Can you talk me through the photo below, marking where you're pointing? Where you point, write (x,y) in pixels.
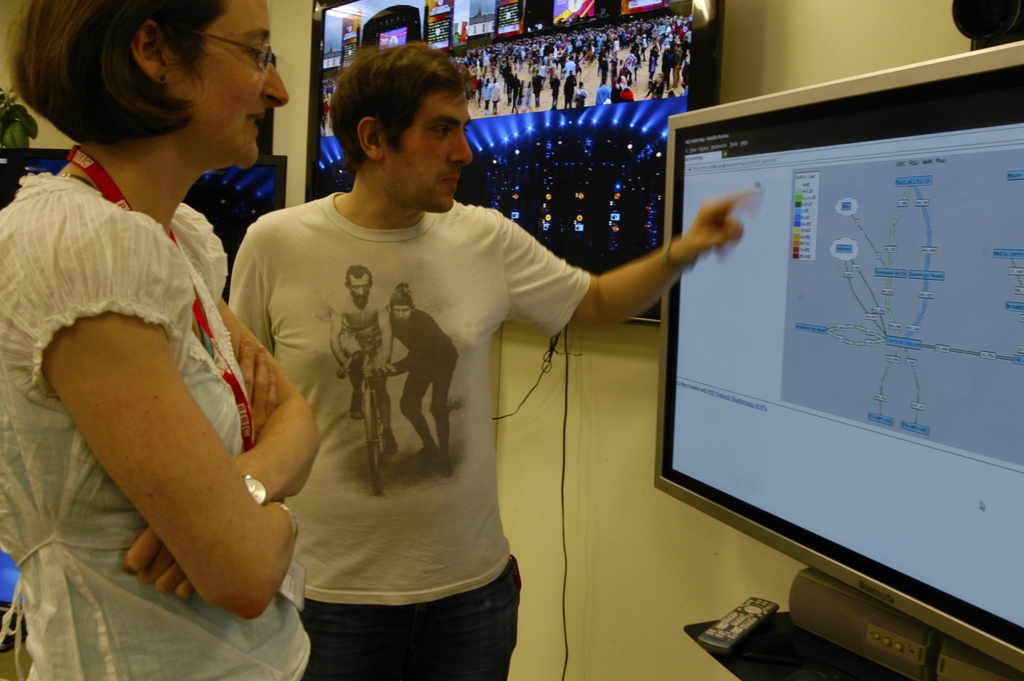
In this image we can see a man (415,240) and a woman (243,333) standing and watching the display screen (957,333) which is placed on the counter (805,642). In the background (620,95) there is another screen (629,55) attached to the plain wall (736,34). Image also consists of a remote (753,602).
